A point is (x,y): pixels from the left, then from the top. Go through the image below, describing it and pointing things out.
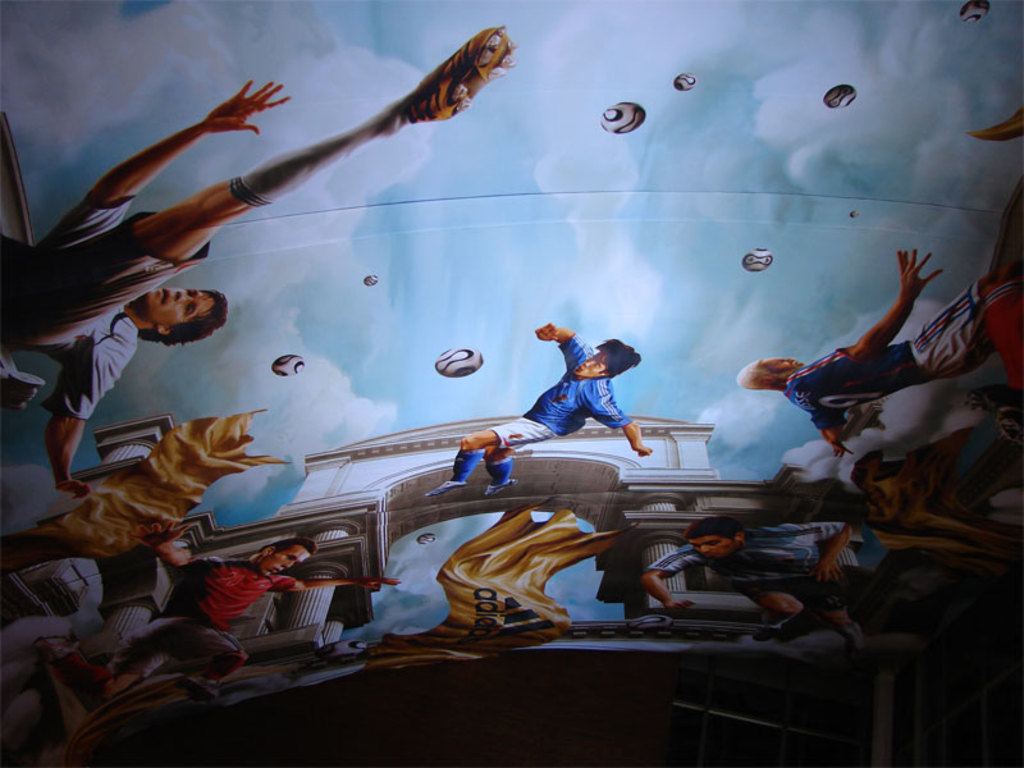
In this image I can see the depiction picture, where I can see few men (39,289), few balls (286,371) and 2 clothes (562,566) and I see something is written on a cloth (496,540) and I see the white blue color background (463,159).
